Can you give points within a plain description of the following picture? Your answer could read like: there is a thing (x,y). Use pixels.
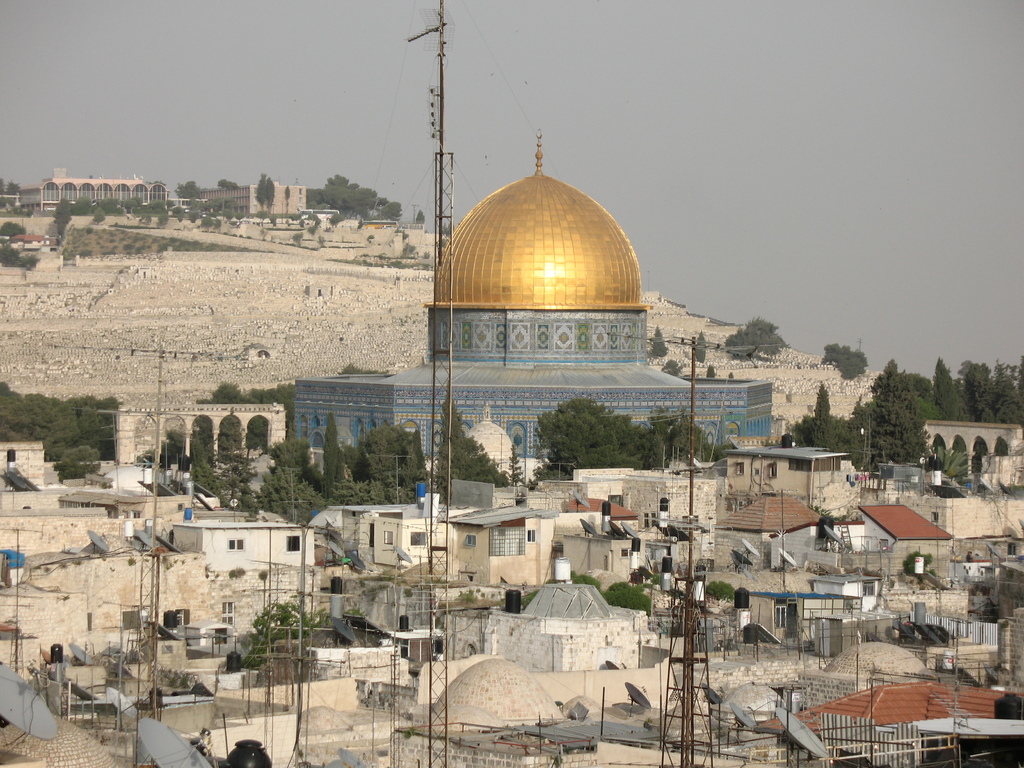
In this image we can see the dome building (569,303). We can also see many houses (654,488), trees (54,460), monument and also electrical poles (449,447) with wires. At the top (495,86) we can see the sky (805,133).
